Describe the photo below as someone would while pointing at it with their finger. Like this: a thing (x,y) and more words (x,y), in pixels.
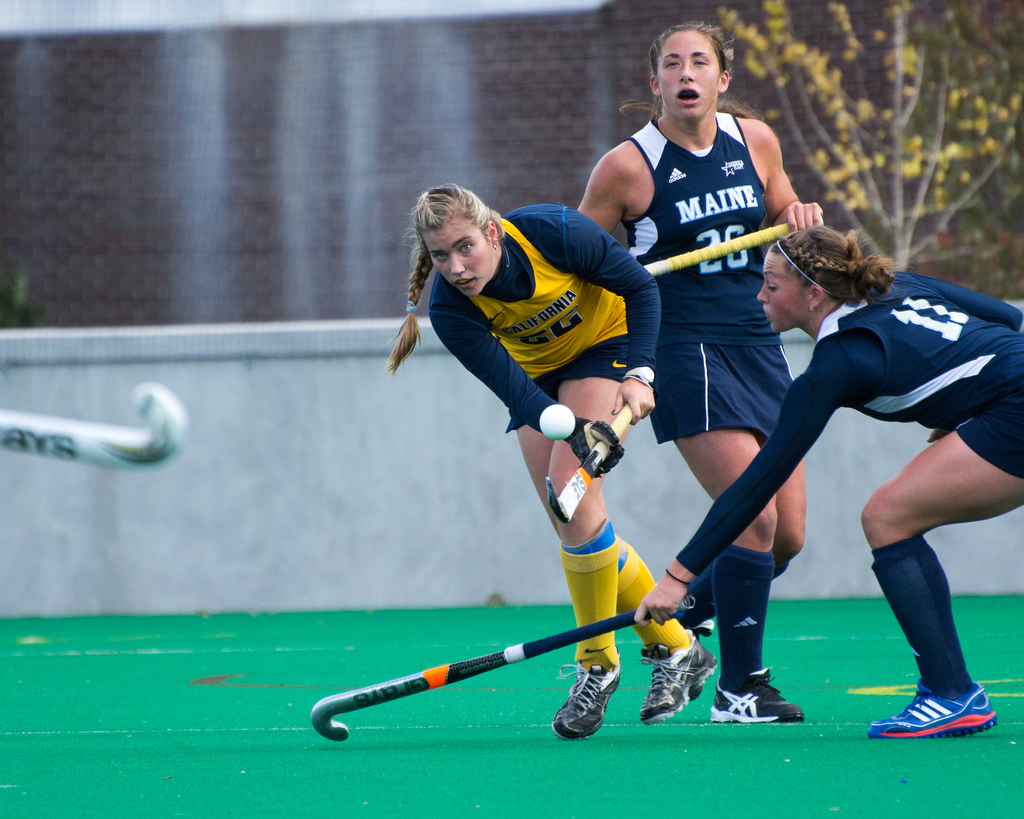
In this image, we can see three persons (752,197) holding hockey sticks (691,260) and playing hockey. There is a plant (870,120) in the top right of the image (869,117). There is a wall (442,418) in the middle of the image (420,484).
